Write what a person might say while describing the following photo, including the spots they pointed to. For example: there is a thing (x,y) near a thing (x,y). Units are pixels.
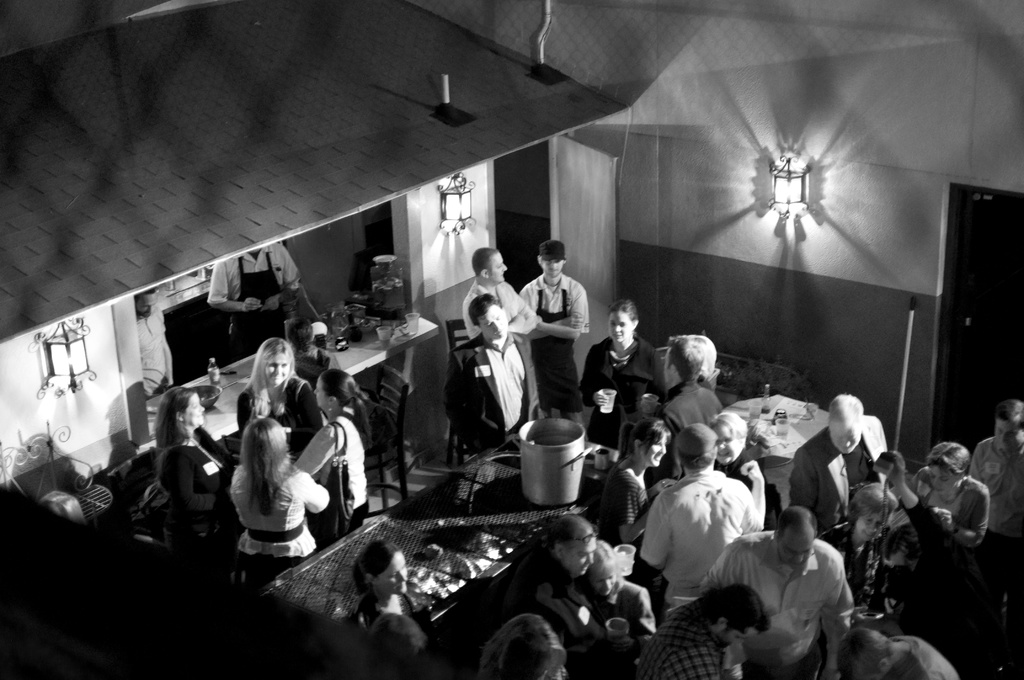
This is the black and white image. There are groups of people (572,379) standing. This is the table (509,498) with a bucket (560,491), glass (595,466) and few other things (482,544) on it. These are the lamps (786,173), which are attached to the wall (494,215). Here is another table (220,417) with bottles (215,378) and few other objects (385,326) on it. These are the chairs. This looks like a door (980,354). I see another table (798,438), which is covered with the cloth (777,443) and few objects (781,431) on it.
